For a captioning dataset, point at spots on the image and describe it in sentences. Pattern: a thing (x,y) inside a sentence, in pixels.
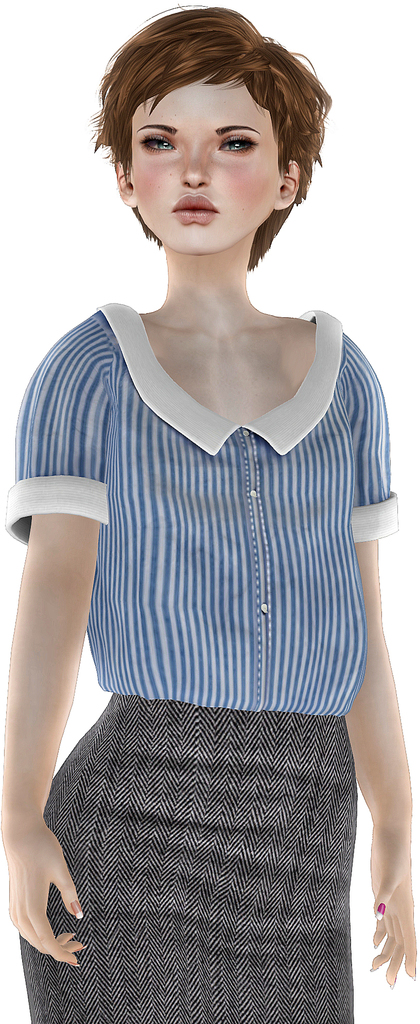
This is an animated image, in this picture there is a woman (195,700) standing. In the background of the image (416,37) it is white.
